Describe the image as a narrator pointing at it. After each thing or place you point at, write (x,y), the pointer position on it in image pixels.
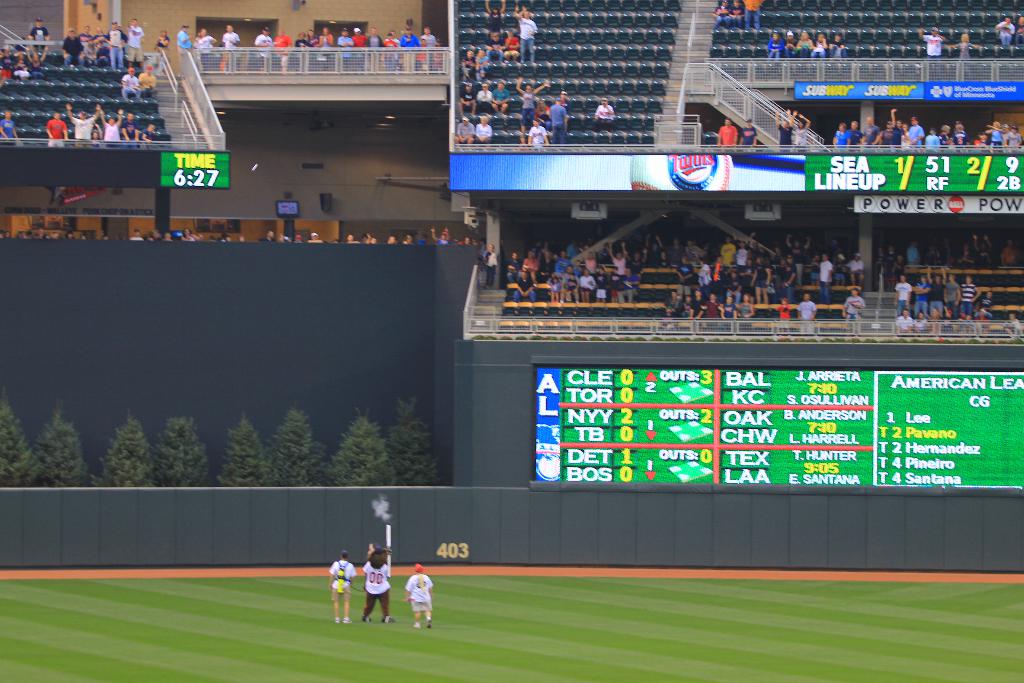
In the picture I can see three persons (375,580) standing on a greenery ground (394,595) and there are few trees (182,453) in the left corner (132,449) and there is a electronic score board (824,417) in the right corner (778,418) and there are few audience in the background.
